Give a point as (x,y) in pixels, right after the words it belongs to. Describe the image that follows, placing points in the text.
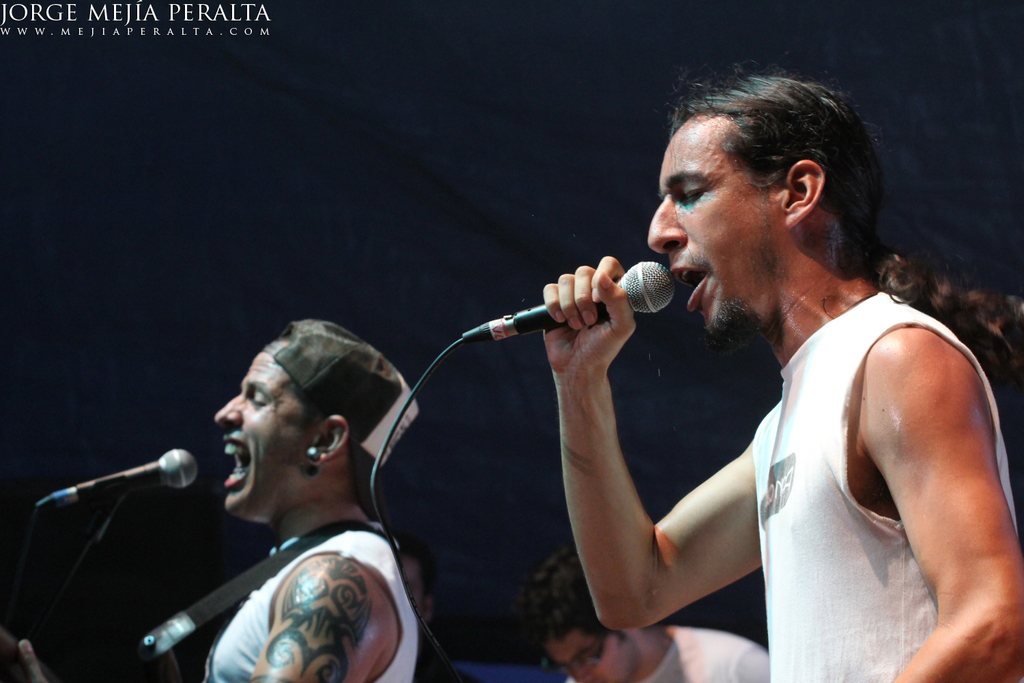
In this picture there is a man (744,256) standing and holding the microphone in their hands (607,262) and singing.
